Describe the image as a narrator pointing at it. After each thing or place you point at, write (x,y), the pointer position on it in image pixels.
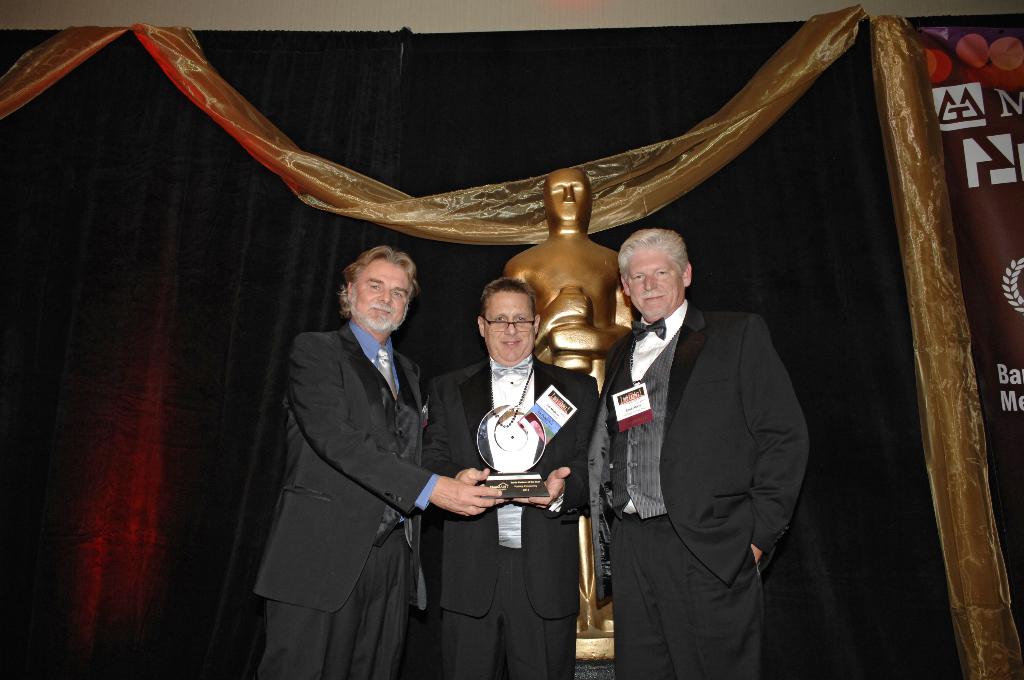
In this image I can see 3 people (555,488) standing, they are wearing suit (594,417) and holding a glass trophy (503,452). There is a sculpture (598,367) behind them. There are black curtains (81,373) and a banner (982,257) at the back (1017,64).
